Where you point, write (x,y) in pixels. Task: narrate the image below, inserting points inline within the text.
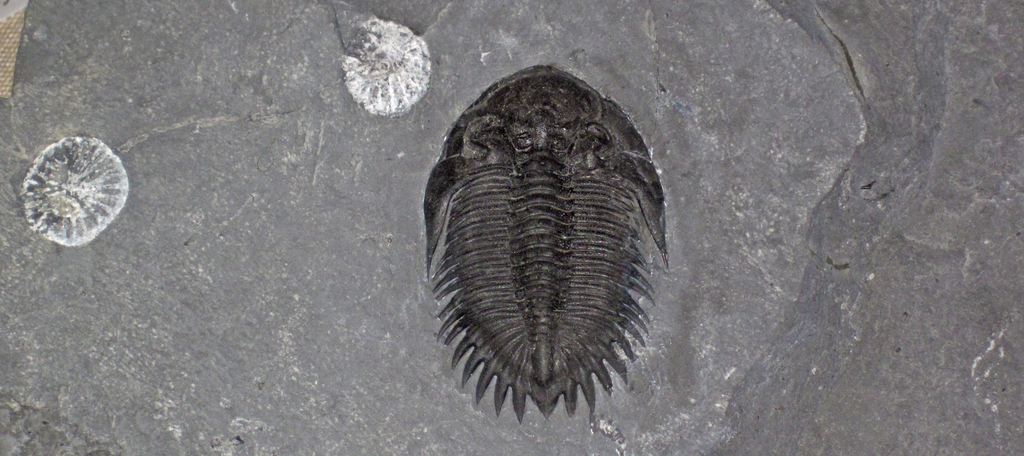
In the center of the picture (461,200) there is a trilobite fossil (500,216). This is an unedited image. The background (237,162) is grey.
